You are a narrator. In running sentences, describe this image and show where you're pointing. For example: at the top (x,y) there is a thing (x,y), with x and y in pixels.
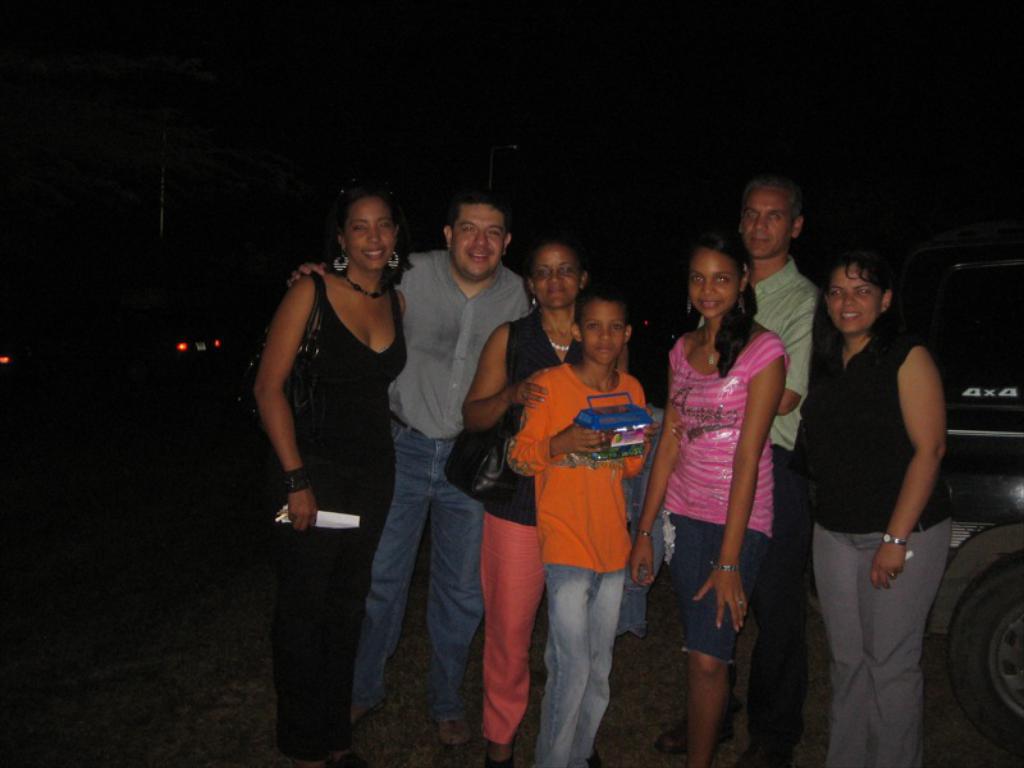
In the image there are a group of people (697,540) standing in the foreground (690,387) and posing for the photo, behind them there is a vehicle (941,364).
